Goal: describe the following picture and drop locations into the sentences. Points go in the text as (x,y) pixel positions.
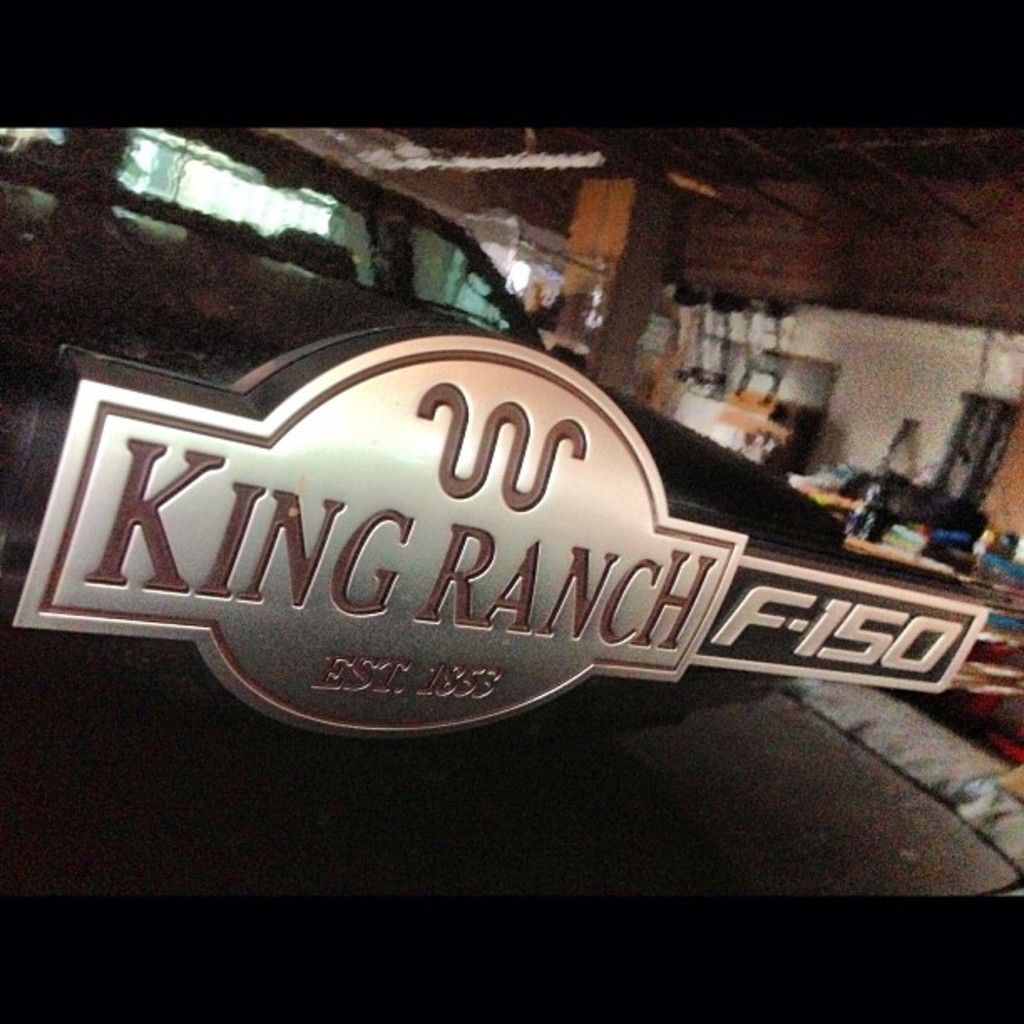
This picture is taken inside the room (655,663). In this image, in the middle (390,660), we can see a board (622,499). On the board (488,548), we can see some text (735,625) written on it. On the right side (995,560), we can see some objects (935,506). In the background (147,351), we can see a vehicle (704,454). At the top (806,135), we can see a pillar (674,208) and a roof (696,199).
